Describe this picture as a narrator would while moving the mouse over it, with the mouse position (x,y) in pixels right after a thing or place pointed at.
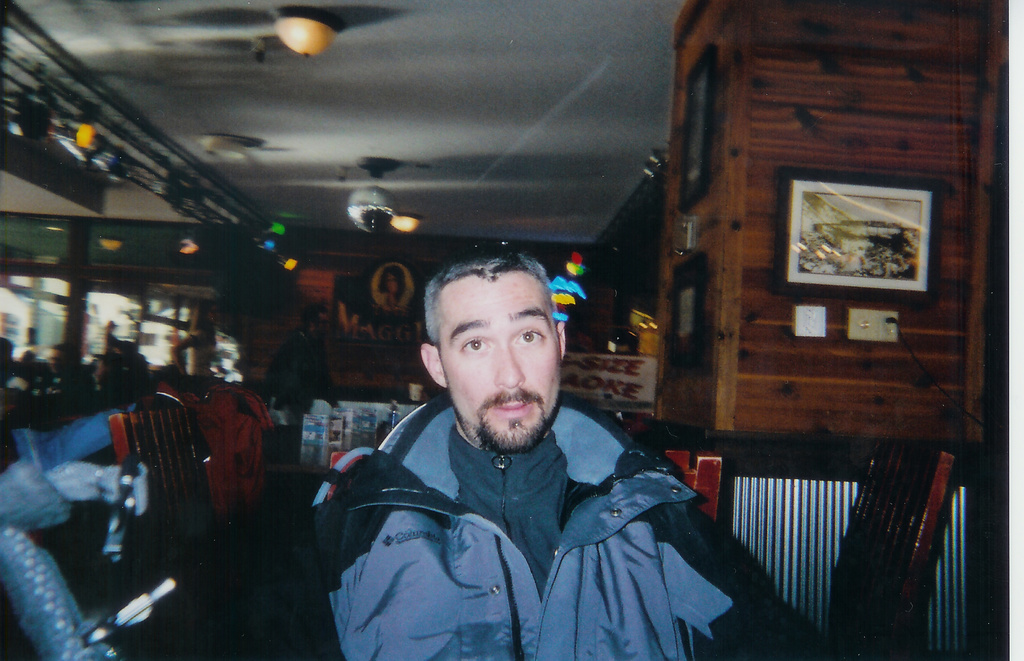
In the center of the image (490,431) we can see a man (489,484). In the background (905,588) we can see the chairs (859,550), a frame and switch boards (868,336) attached to the wooden wall (752,298). We can also see the photo frames (401,300), glass windows (132,298), lights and some text board (633,378). At the top (409,190) we can see the ceiling (433,92) with the ceiling lights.
